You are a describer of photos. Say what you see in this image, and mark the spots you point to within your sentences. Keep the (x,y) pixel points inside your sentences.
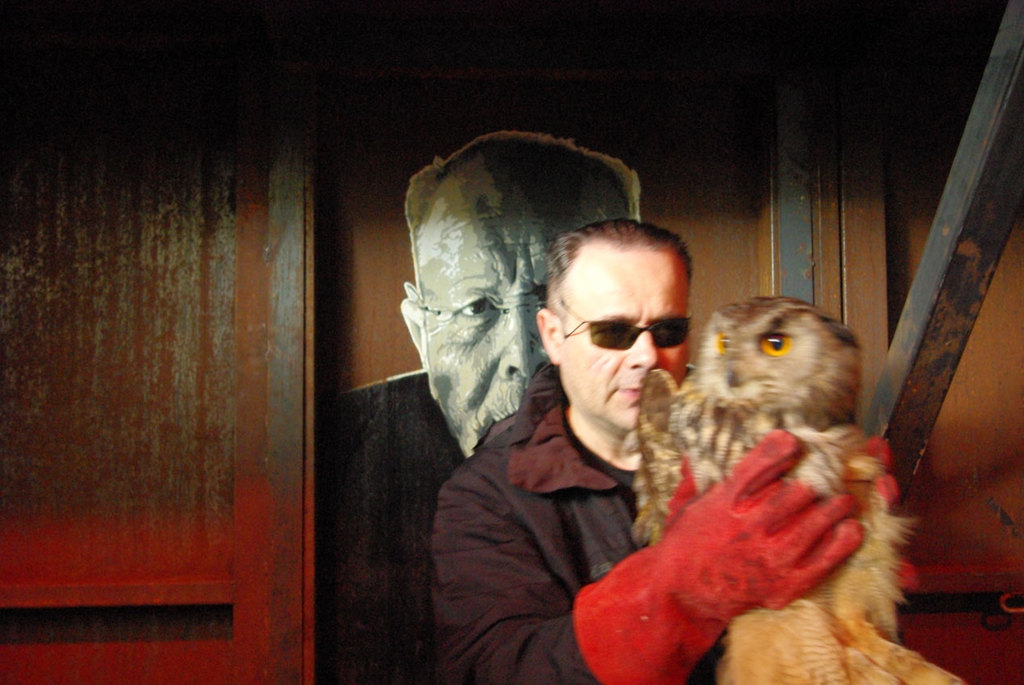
In this image I can see the person (547,350) with the dress (523,531) and holding the owl (720,438). In the background (395,494) I can see the sticker (383,445) of the person (429,285) on the wooden wall (286,234).
